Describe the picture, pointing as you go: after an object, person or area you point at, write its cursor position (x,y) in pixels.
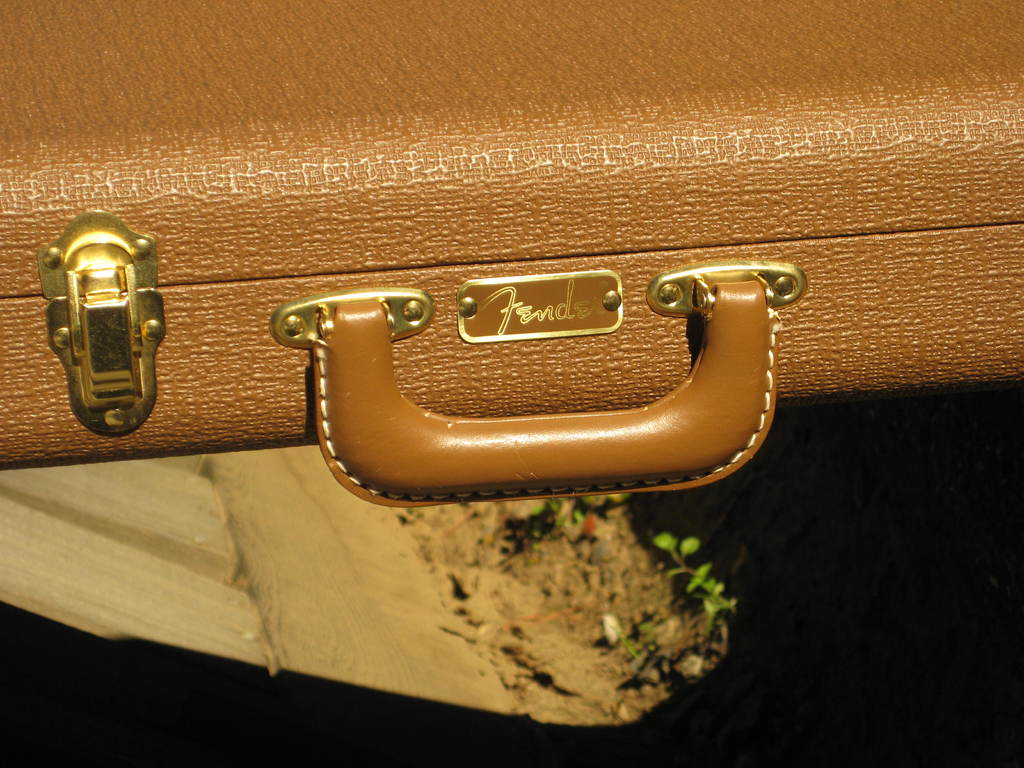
In this image I can see a briefcase (573,97) of brown color.
